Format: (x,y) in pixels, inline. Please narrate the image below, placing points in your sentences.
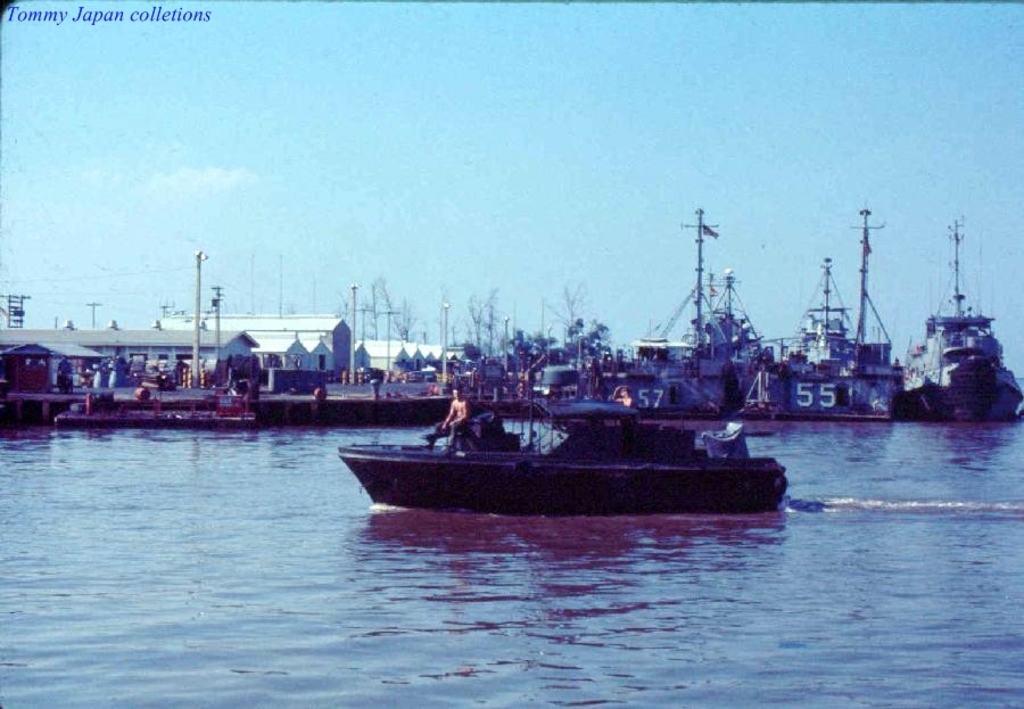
There is a boat (554,483) in the water (580,580). On the boat (471,419) there is a person (449,420). In the back (800,396) there are ships (735,400) and another boat (226,418). On the left side (170,335) there are buildings (241,329). Near to that there are poles (445,340). On the top left corner (153,9) there is a watermark (101,15).
